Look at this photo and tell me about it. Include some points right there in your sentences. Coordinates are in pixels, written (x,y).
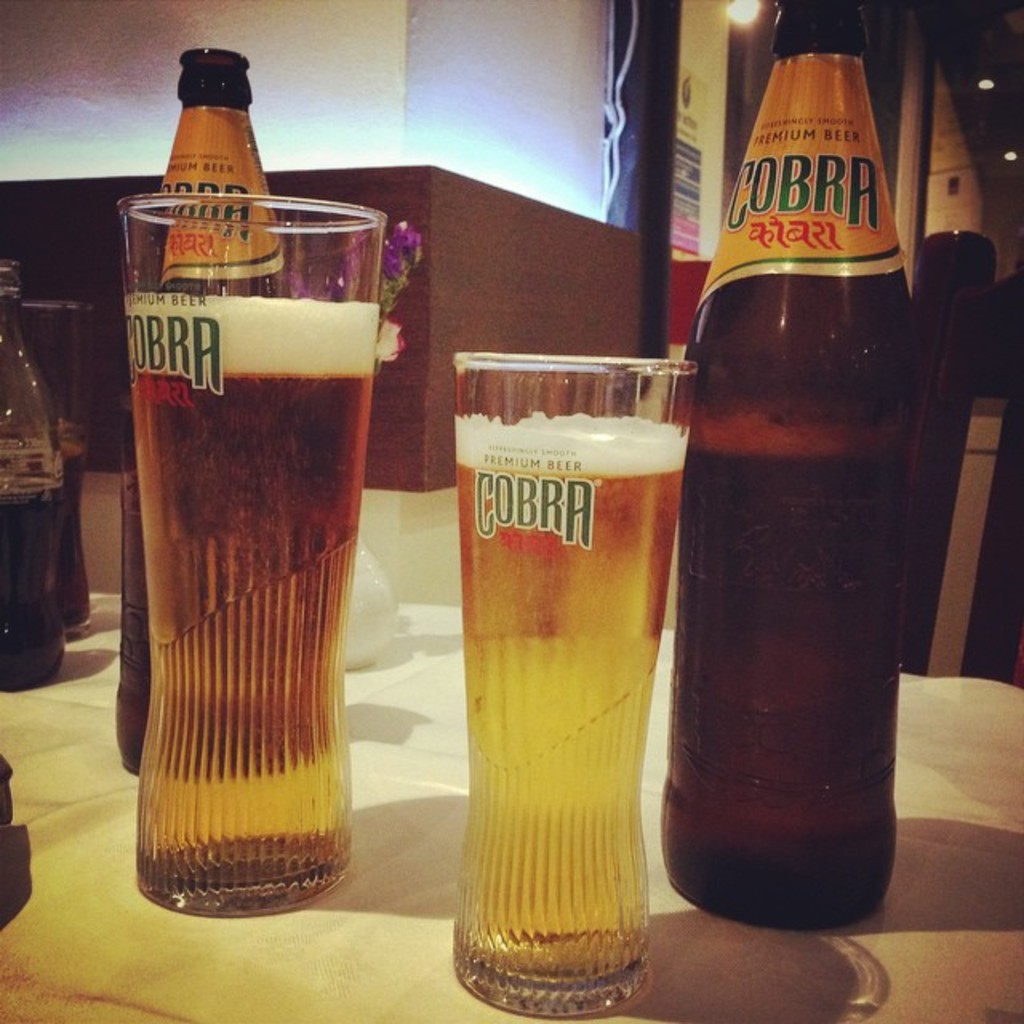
In this image I can see the beer bottles (787,218) and glasses (527,750) on the table (421,921). At the back (700,32) there's a light (747,14) and the board (685,195) attached to the wall (384,86).
